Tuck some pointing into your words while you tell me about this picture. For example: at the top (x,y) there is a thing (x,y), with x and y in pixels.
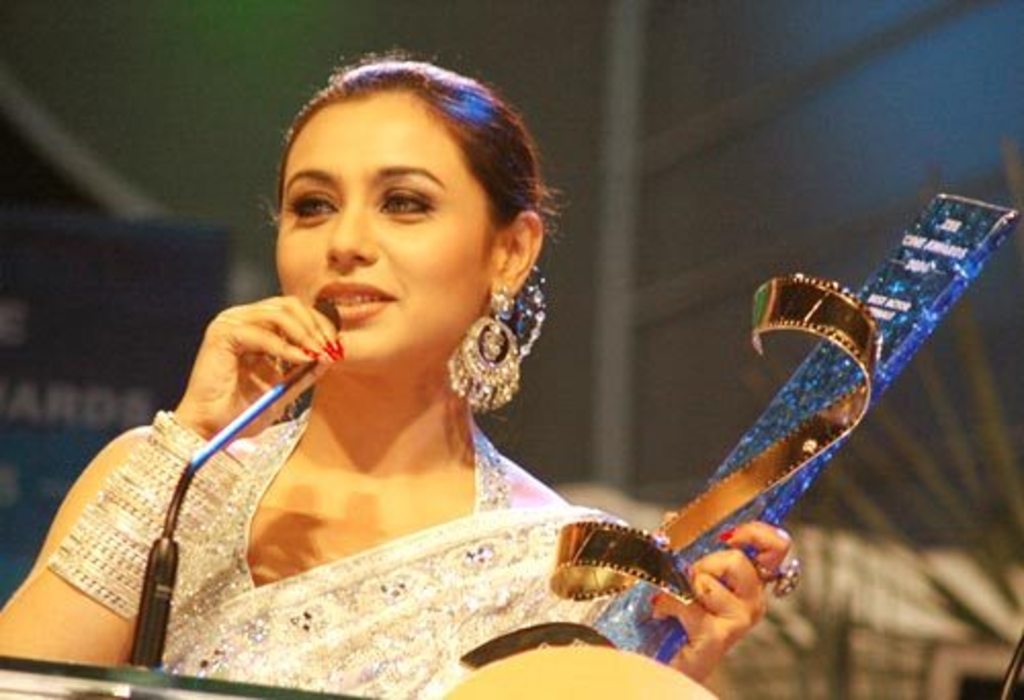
In this image I can see the person (334,522) wearing the white and cream color dress (309,598) and holding the shield (895,280). In-front of the person (202,510) I can see the mic (189,462) on the podium (22,692). In the background (104,322) I can see the banner (85,326) and it is blurred.
